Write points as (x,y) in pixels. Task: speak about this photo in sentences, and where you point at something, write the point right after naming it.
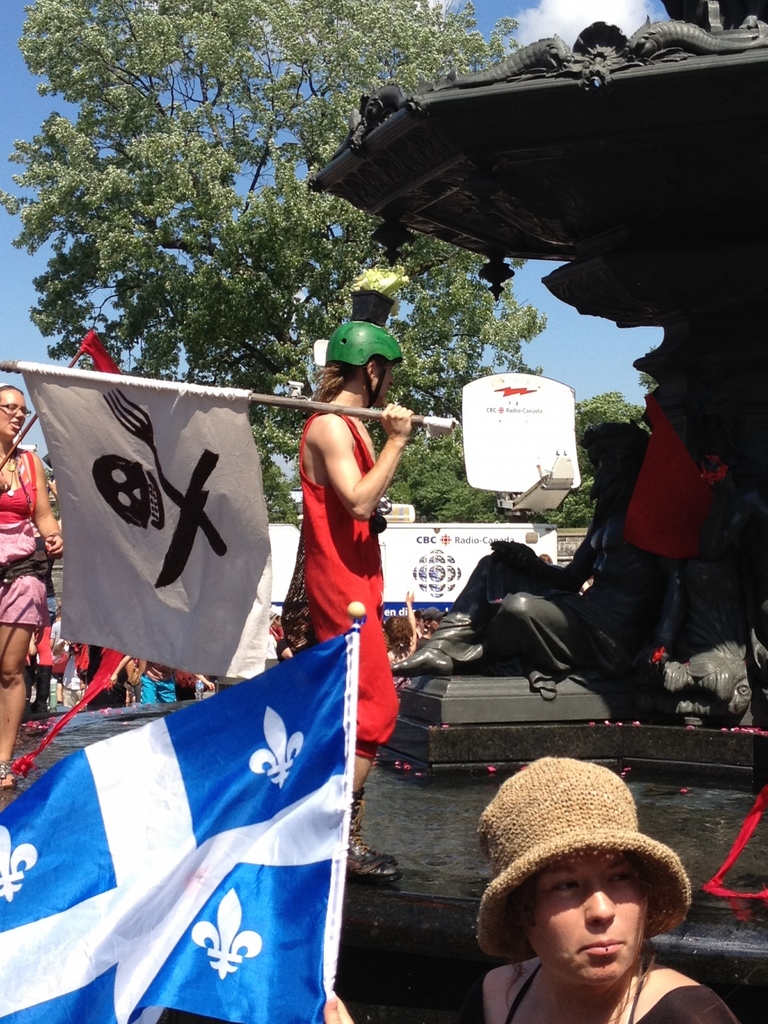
In this picture there is a sculpture (511,187) on the right side of the image (587,641) and there are people (356,441) holding flags (198,453) in their hands (401,439) and there are trees (45,335) and posters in the background area of the image (208,304).
